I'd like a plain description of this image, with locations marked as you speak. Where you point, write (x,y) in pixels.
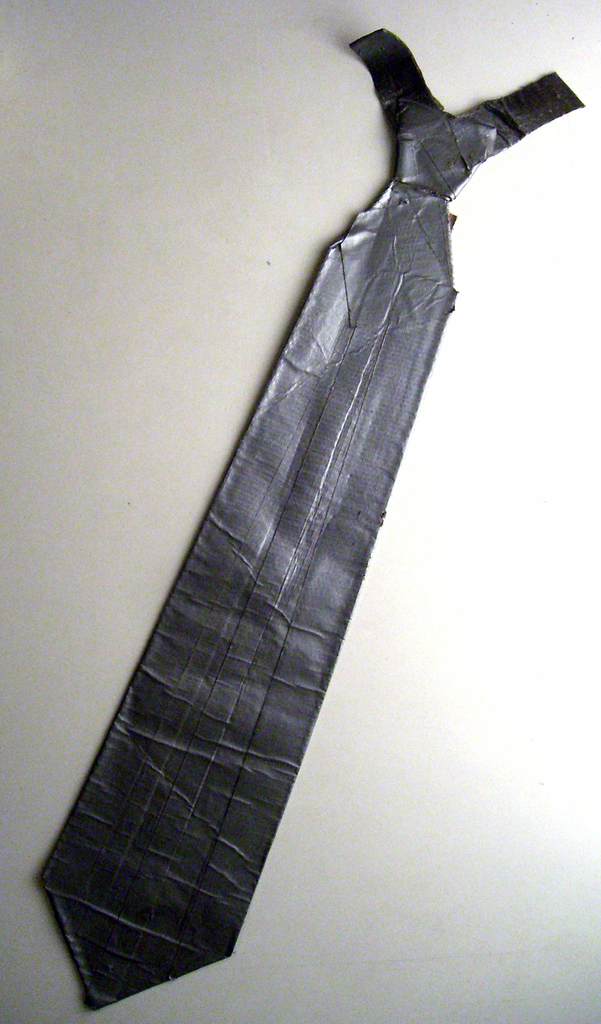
In the picture there is a tie (248,709) placed on the floor (361,79), it is of grey color.
